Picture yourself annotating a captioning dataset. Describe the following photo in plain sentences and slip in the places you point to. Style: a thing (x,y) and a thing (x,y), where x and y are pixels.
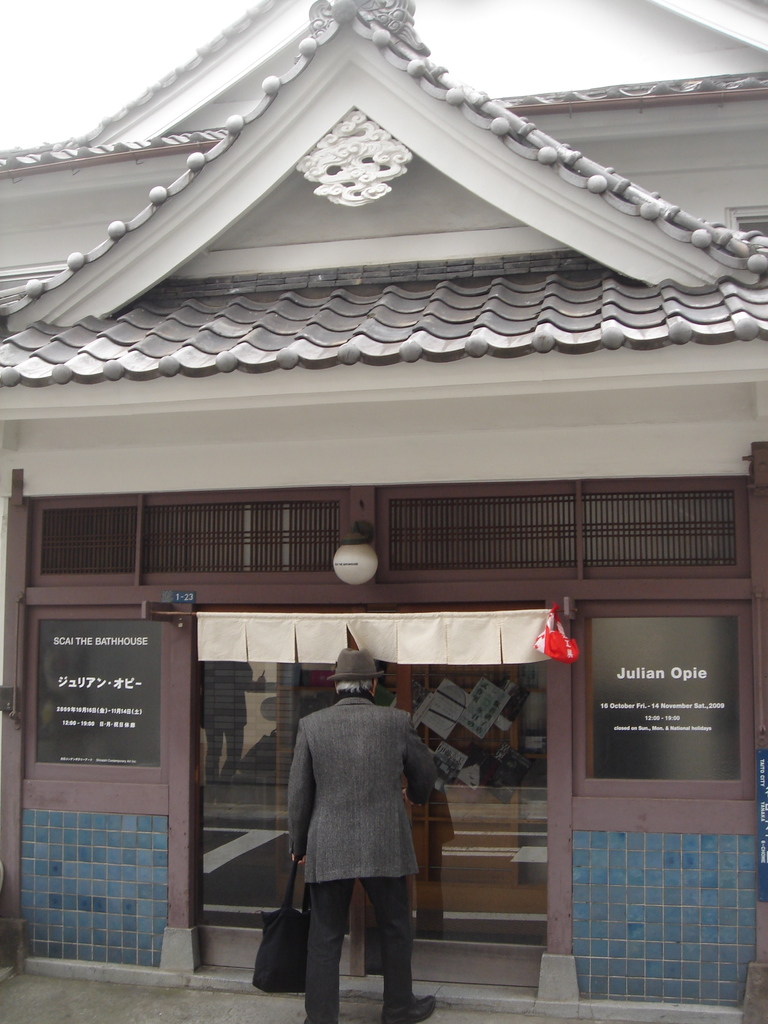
In this image I can see a building (425,435), glass door (438,766) and one person (361,862) is holding a bag (280,937). Person (337,740) is wearing ash and black color dress (346,750) and a hat (364,669).
